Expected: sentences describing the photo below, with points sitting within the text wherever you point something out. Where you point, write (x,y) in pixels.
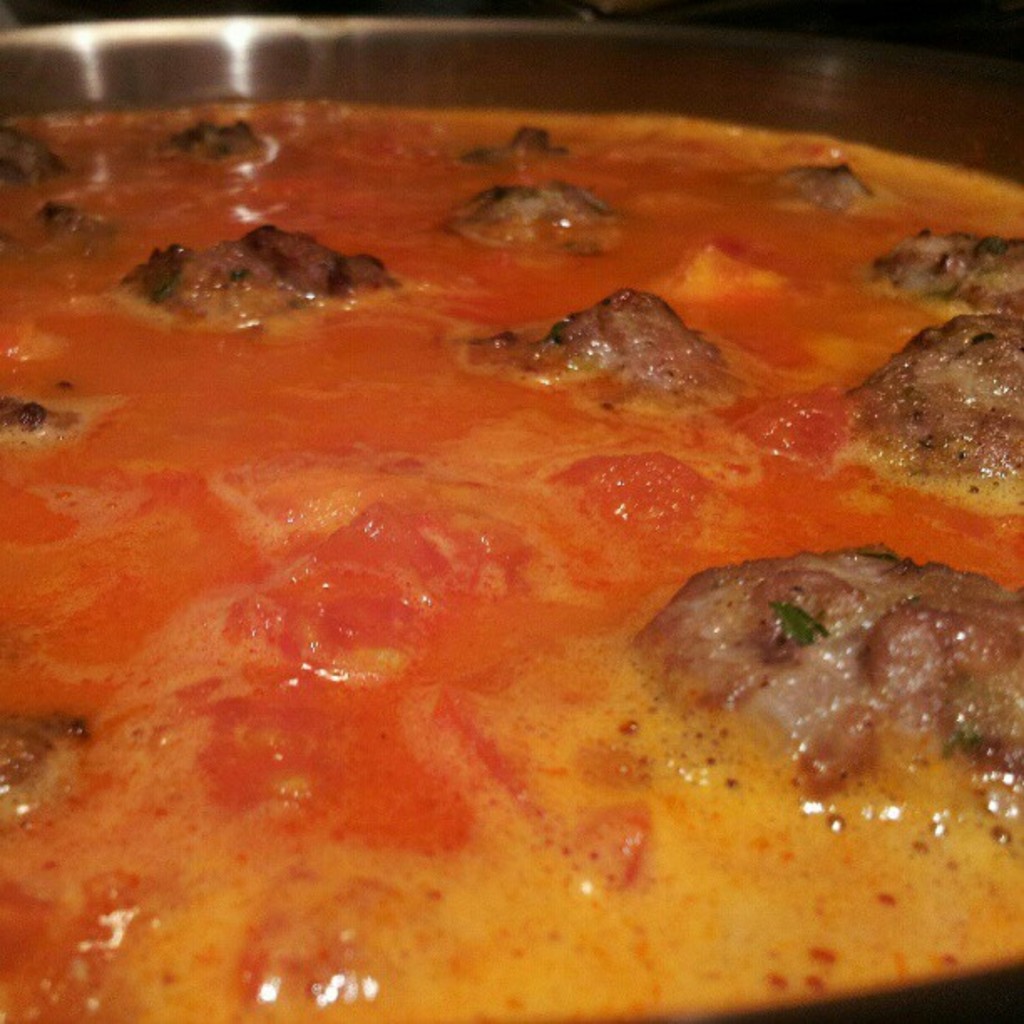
In this image I can see the food (363,427) which is in yellow, brown and red color. It is in the brown color bowl (509,90). And there is a black background (697,0).
